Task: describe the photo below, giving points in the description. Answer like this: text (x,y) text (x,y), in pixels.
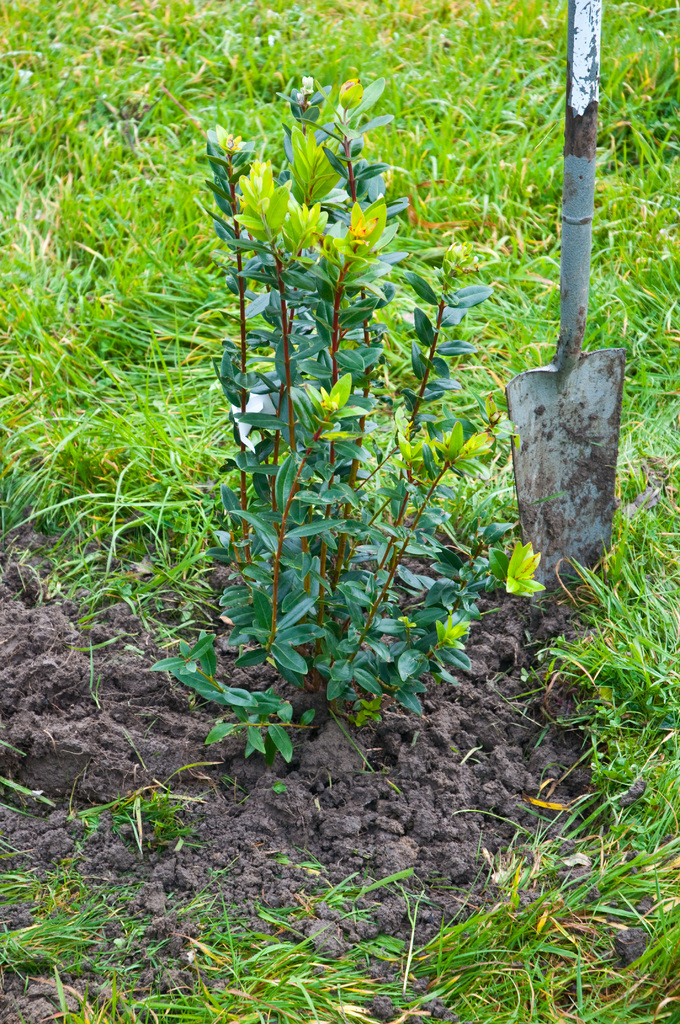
In the center of the image (308,524) we can see the grass (432,218), one plant (378,694), mud (417,765), one pole type object (551,391) and a few other objects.
